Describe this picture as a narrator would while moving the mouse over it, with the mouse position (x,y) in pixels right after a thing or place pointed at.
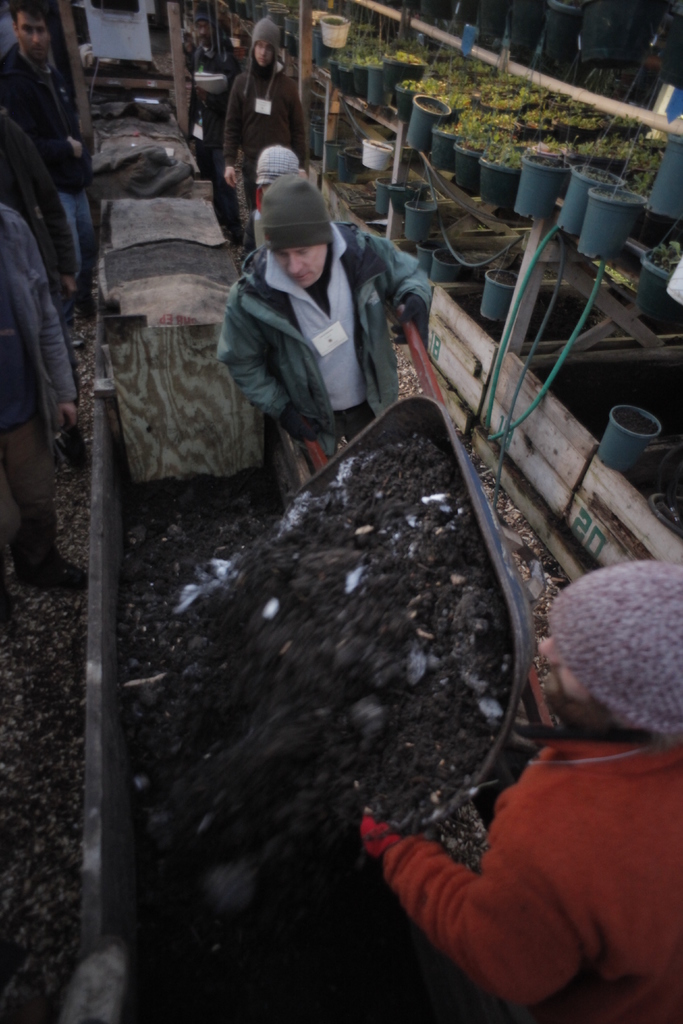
In this image I can see a person (573,858) wearing orange colored dress (573,858) and another person (354,355) wearing green colored jacket (304,357) are standing and holding a trolley (505,742) with soil (451,677) in it. In the background (486,192) I can see few flower pots (483,181) with plants (482,87) in them and few persons (32,298) standing on the ground (83,323).
